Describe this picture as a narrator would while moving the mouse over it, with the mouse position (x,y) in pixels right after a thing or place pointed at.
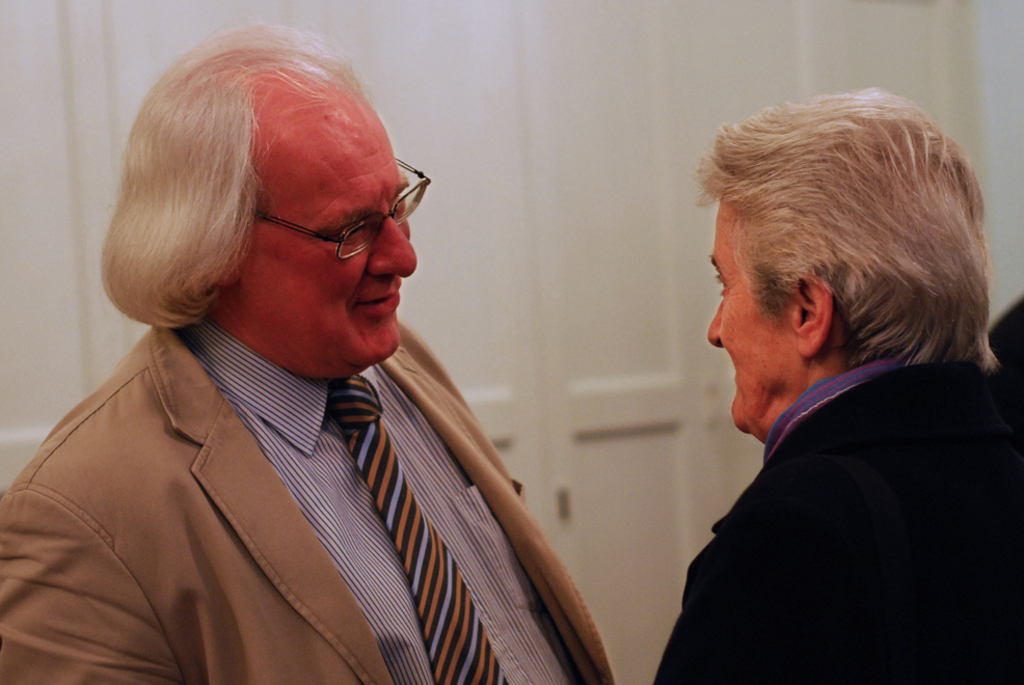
In the picture there are two men (831,469) standing opposite to each other and talking, the first man (350,474) is wearing a blazer (196,511), striped shirt (327,479) and a tie (412,535). The person (845,502) standing opposite to him is wearing a blue blazer (839,519) and a purple shirt (822,382), behind these two people (892,174) there is a white door (624,359).
